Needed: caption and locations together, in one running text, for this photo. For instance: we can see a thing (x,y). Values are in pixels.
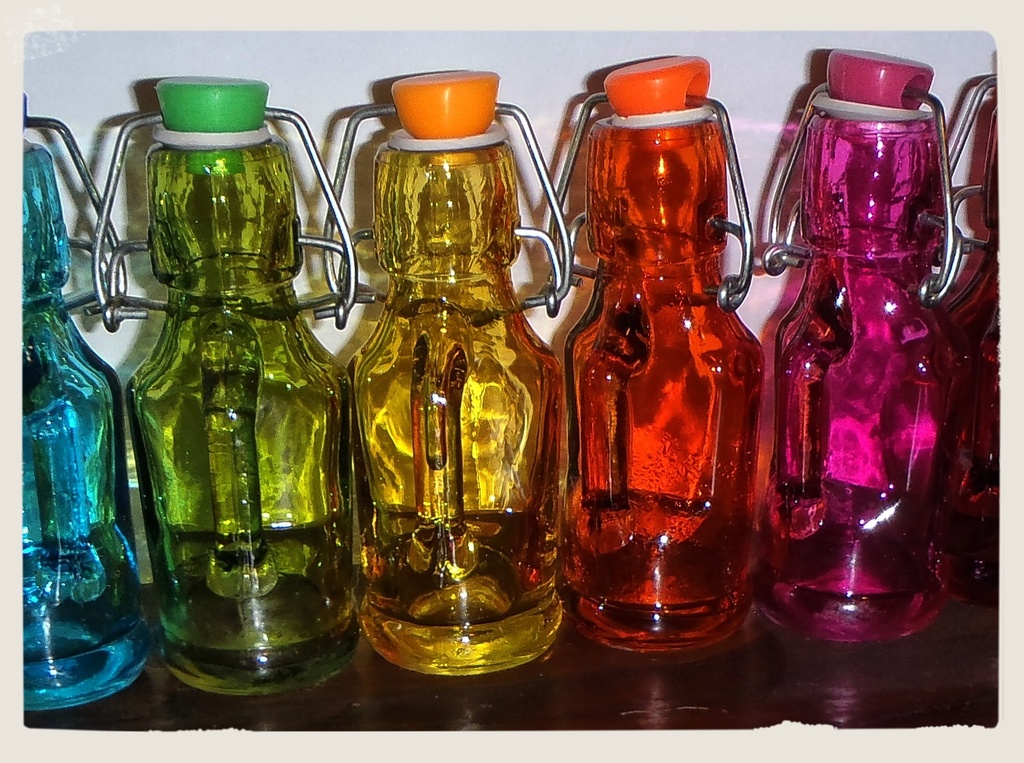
In the image there are some bottles (979,436) on the table (870,646) they are in different colors. Behind the bottles (849,91) there's a wall (93,72).
